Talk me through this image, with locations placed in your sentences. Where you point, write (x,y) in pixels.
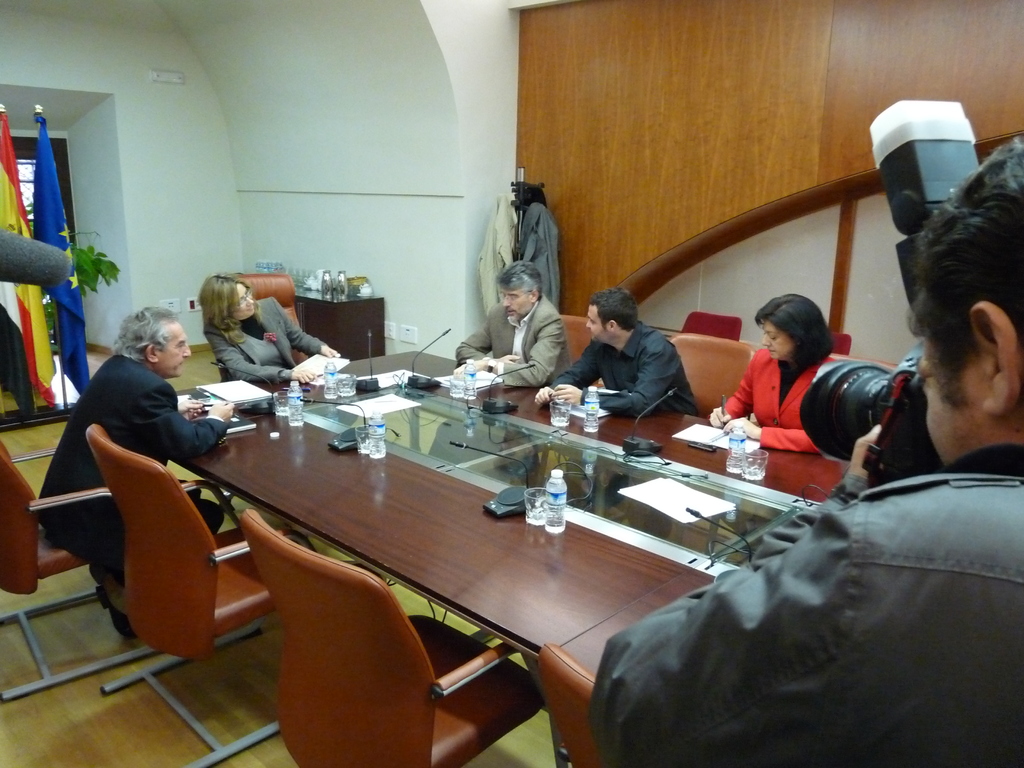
On the right (889,544) a man (889,544) is standing and taking photographs in a camera (848,425) in the left (156,425) there are people (153,445) sitting around the table (543,611).
